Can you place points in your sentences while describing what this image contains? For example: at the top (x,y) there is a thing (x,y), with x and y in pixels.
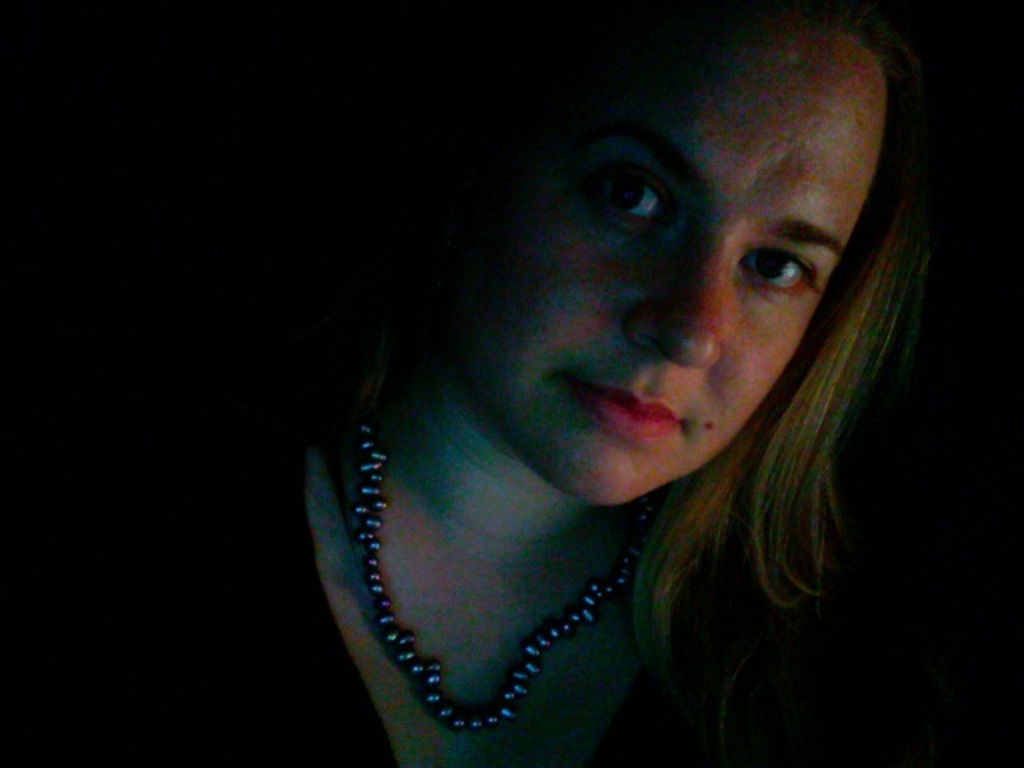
In this picture we can see a woman (391,395) wearing an ornament (446,705) in her neck (627,537). The background (69,350) is dark in color.
